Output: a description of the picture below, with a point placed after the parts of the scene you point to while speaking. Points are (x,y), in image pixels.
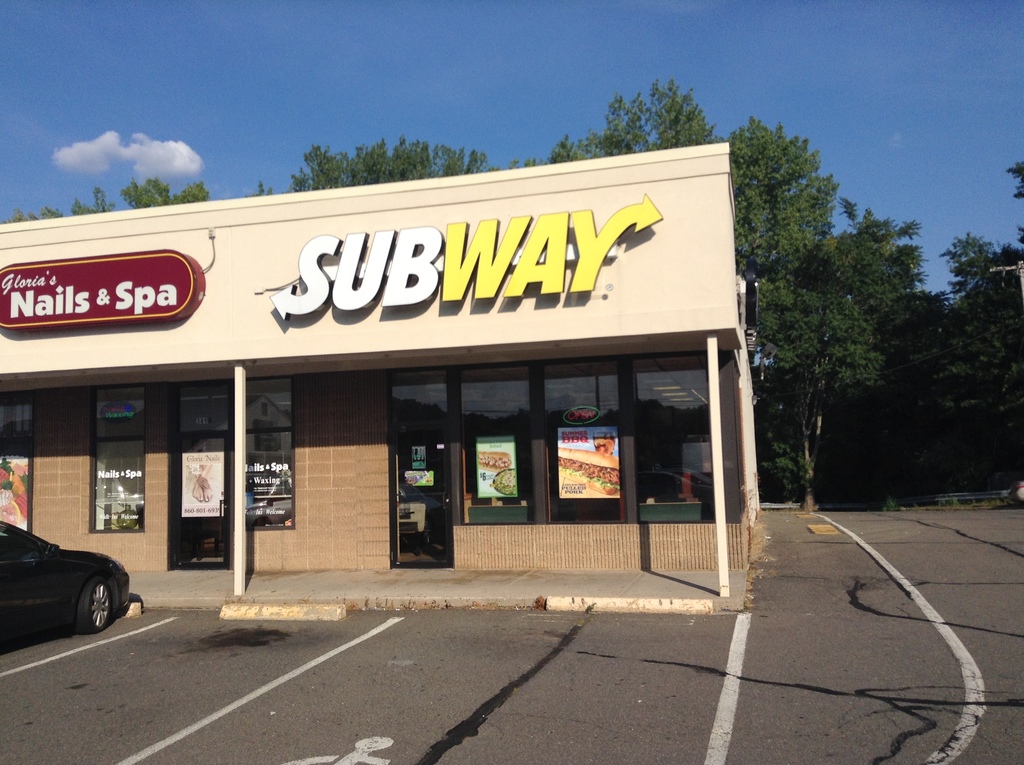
In this picture we can see the subway shop (418,520). In the front (321,631) bottom side there is a road (455,696). Behind we can see some trees (838,310).
